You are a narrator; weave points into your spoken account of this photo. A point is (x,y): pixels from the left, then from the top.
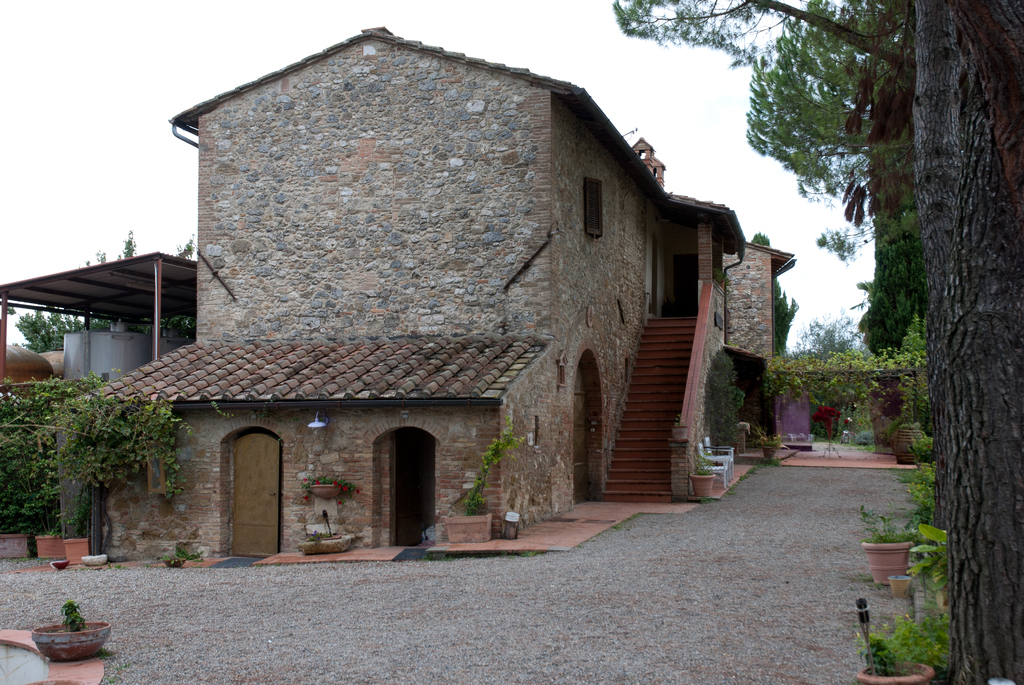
In this image we can see a building (318,336) with doors (402,491), steps (681,351), windows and pillars (702,267). Also there are pots (344,537) with plants (724,425). On the right side (927,281) there are trees (965,189). In the background (101,74) there is sky (80,94). Also there are creepers (53,441).
